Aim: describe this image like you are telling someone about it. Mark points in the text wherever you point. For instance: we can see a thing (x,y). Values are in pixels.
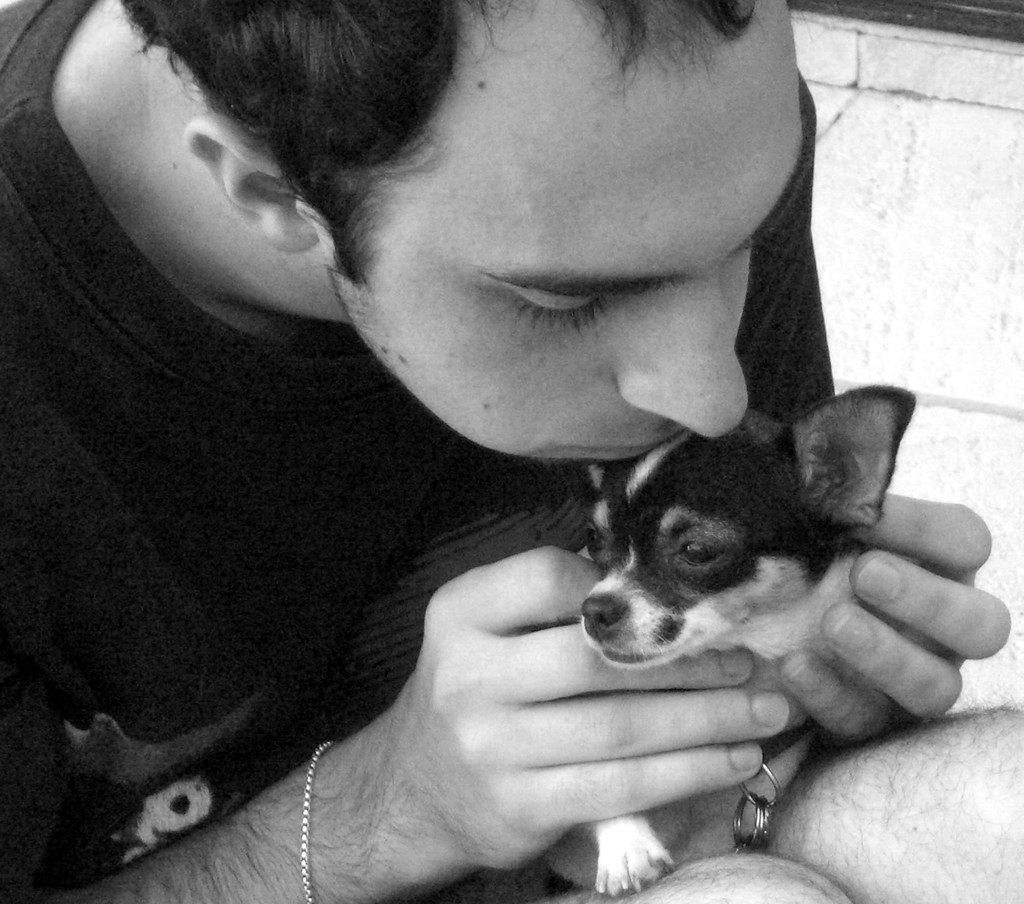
In this Image I see a man (62,68) who is holding a dog (906,396) in his hands (946,543).
